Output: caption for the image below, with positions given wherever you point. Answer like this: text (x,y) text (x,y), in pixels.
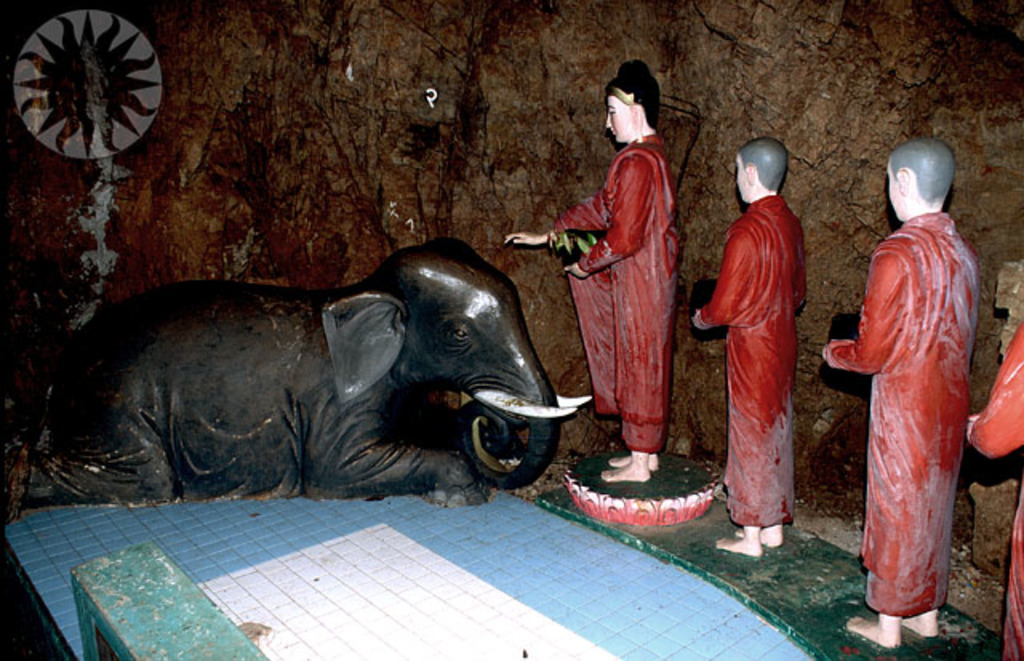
In this picture we can see an elephant statue (309,368), and few other statues (746,293).
